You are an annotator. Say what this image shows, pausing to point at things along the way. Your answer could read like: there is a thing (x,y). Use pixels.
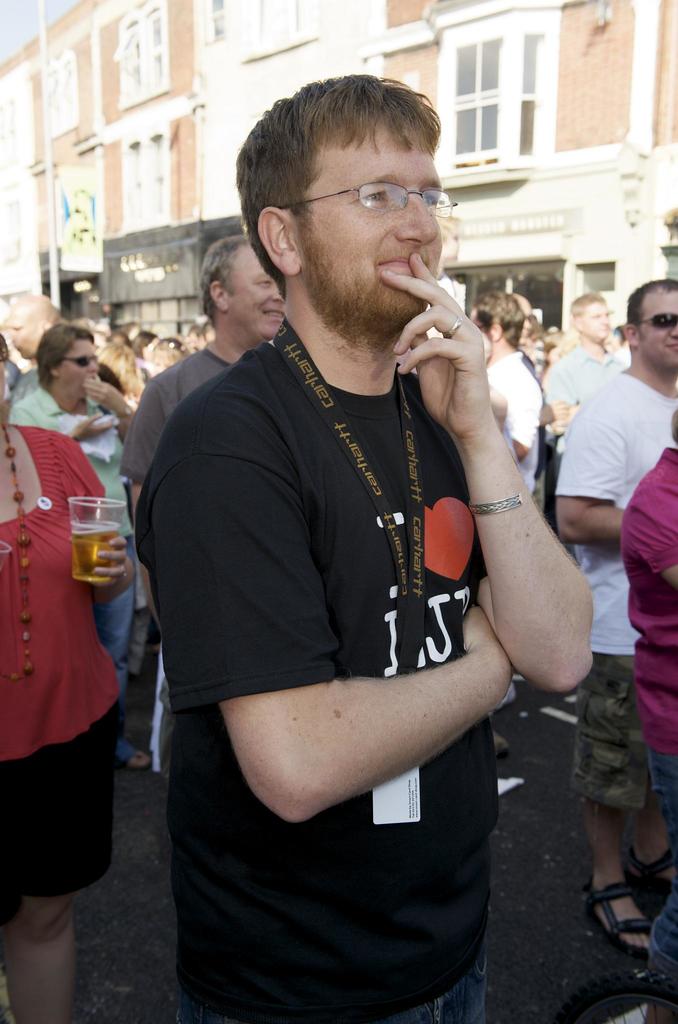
In this image there is a person (388,499) standing on the road (498,861). He is wearing spectacles (384,191). Left side (17,677) there is a woman (56,611) holding a glass (86,574) which is filled with the drink (112,536). There are people (599,749) standing on the road (561,793). Background (596,215) there are buildings (112,241). Left top there is sky (9,9).
